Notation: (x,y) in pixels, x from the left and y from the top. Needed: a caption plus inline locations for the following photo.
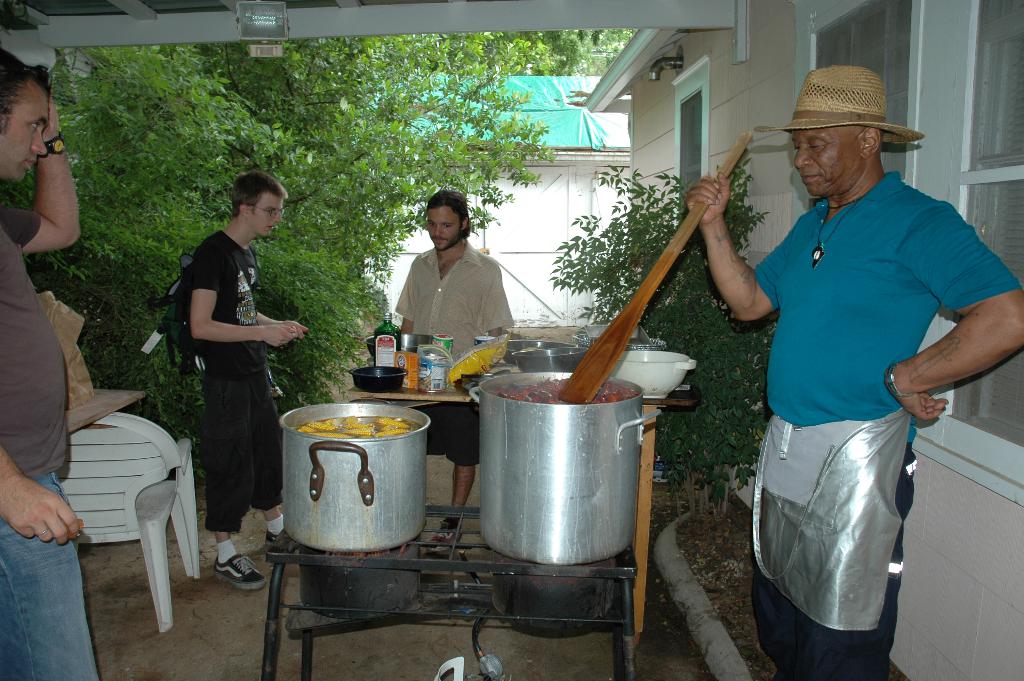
In this image I can see few people (46,572) are standing and on the right side of this image (844,361) I can see one man (830,212) is holding a wooden stick (641,297) and he is wearing a hat (836,89). In the centre of this image (476,385) I can see few utensils (398,451), a bottle (382,360), few boxes (403,360) and other stuffs (440,371). On the left side of this image (161,448) I can see a chair (159,613). In the background (435,89) and on the right side (699,293) I can see few trees (464,176) and few buildings (628,109).
